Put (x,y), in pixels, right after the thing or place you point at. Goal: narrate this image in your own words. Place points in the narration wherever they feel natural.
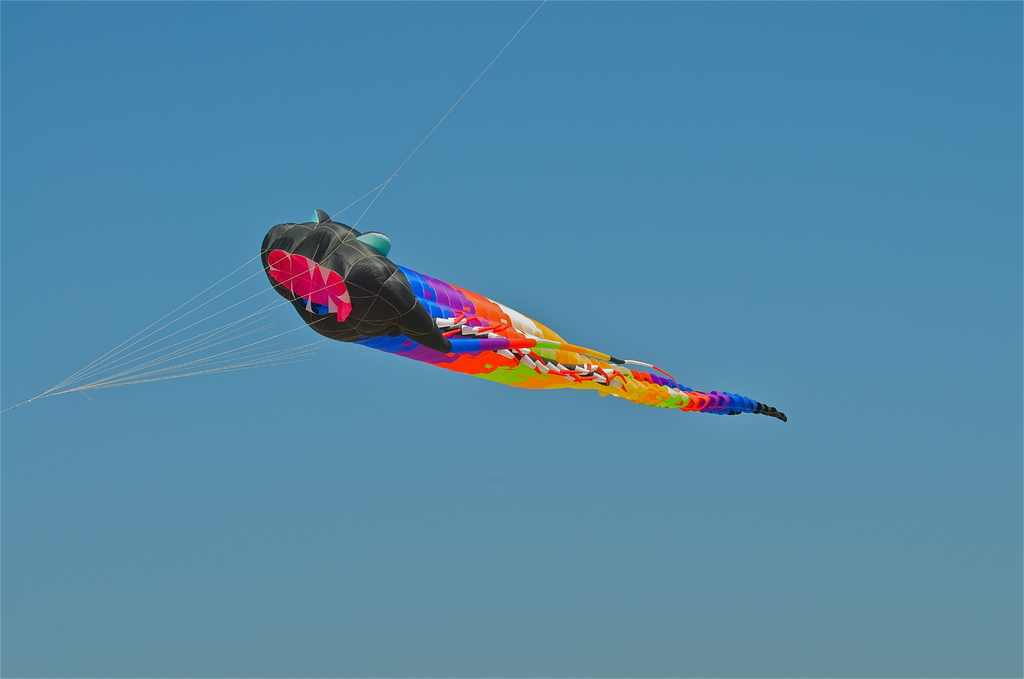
In this image I can see a colorful kite (500,349) is flying in the air (452,380) and few ropes (238,354) attached to it. In the background (549,199) I can see the sky (519,266).
